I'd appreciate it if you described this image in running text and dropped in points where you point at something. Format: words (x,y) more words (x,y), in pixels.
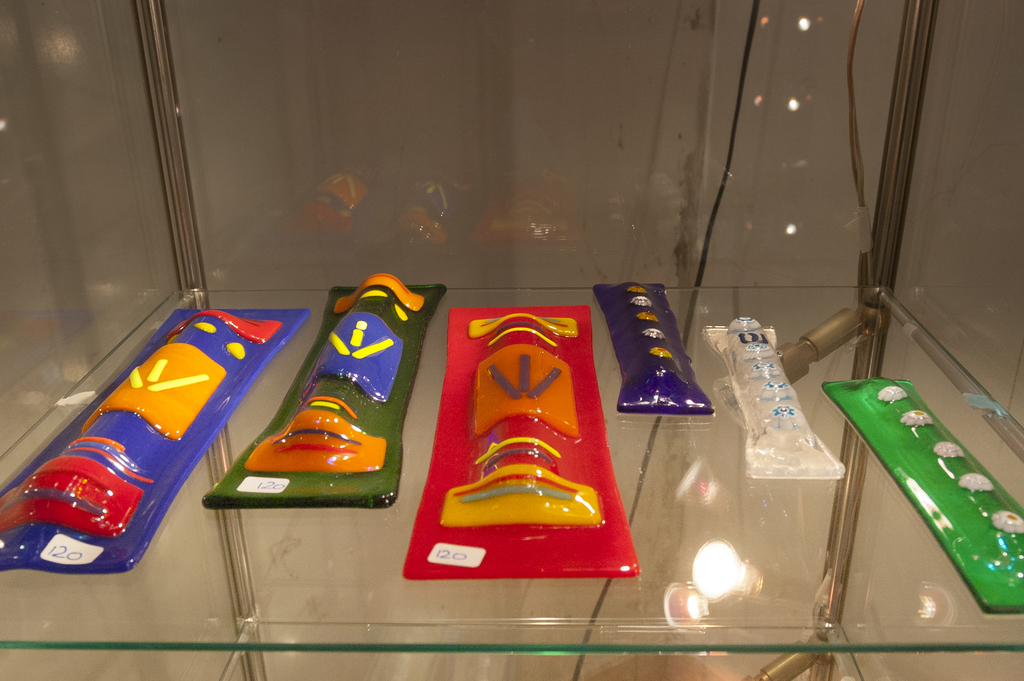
In this image, we can see a glass shelf (669,532) with some objects (216,386). We can also see the wall (798,225) and some wires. We can also see the reflection (339,190) of objects (348,206).
